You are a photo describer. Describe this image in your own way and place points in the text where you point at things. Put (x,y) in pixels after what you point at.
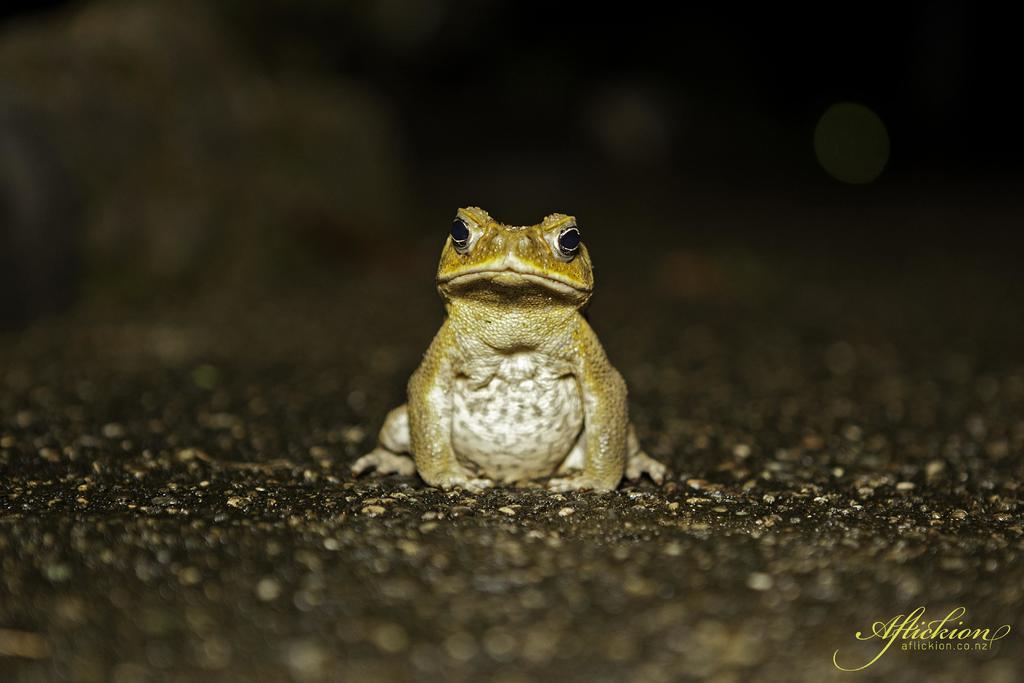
In the image there is a frog (494,481) on the ground (413,545). In the bottom right corner of the image (858,639) there is a name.
